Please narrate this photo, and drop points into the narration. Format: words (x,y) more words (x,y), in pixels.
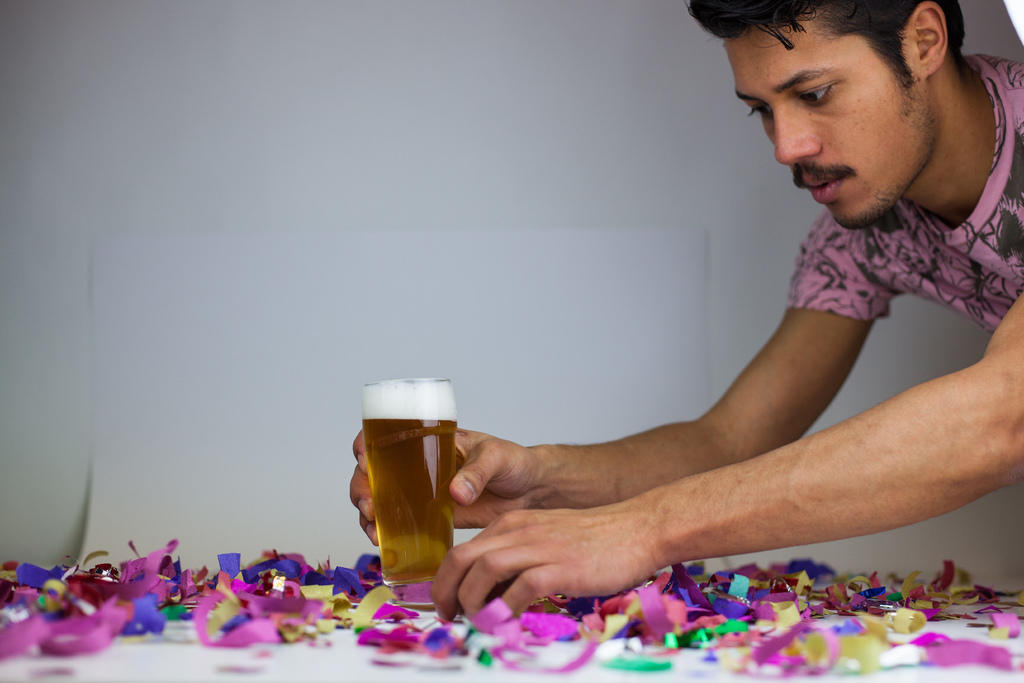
This image consists of a man (894,492) who is on the right side (1002,365), he is holding a glass (411,560) in his hand (511,480). He is trying to place it down.
